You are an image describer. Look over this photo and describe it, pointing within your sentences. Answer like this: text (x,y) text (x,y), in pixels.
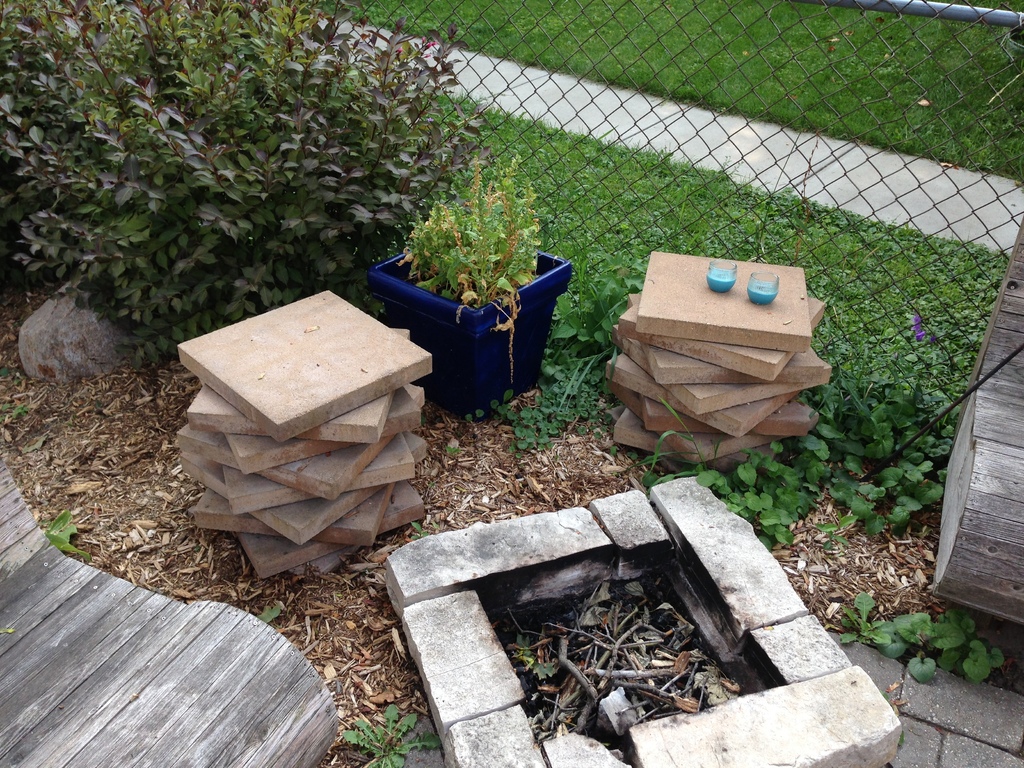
In the image there is a camp fire pit (608,546) in the middle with stone blocks (372,438) on either side of it and plants (487,284) beside it followed by fence (628,158) and grassland (632,185) in the front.
